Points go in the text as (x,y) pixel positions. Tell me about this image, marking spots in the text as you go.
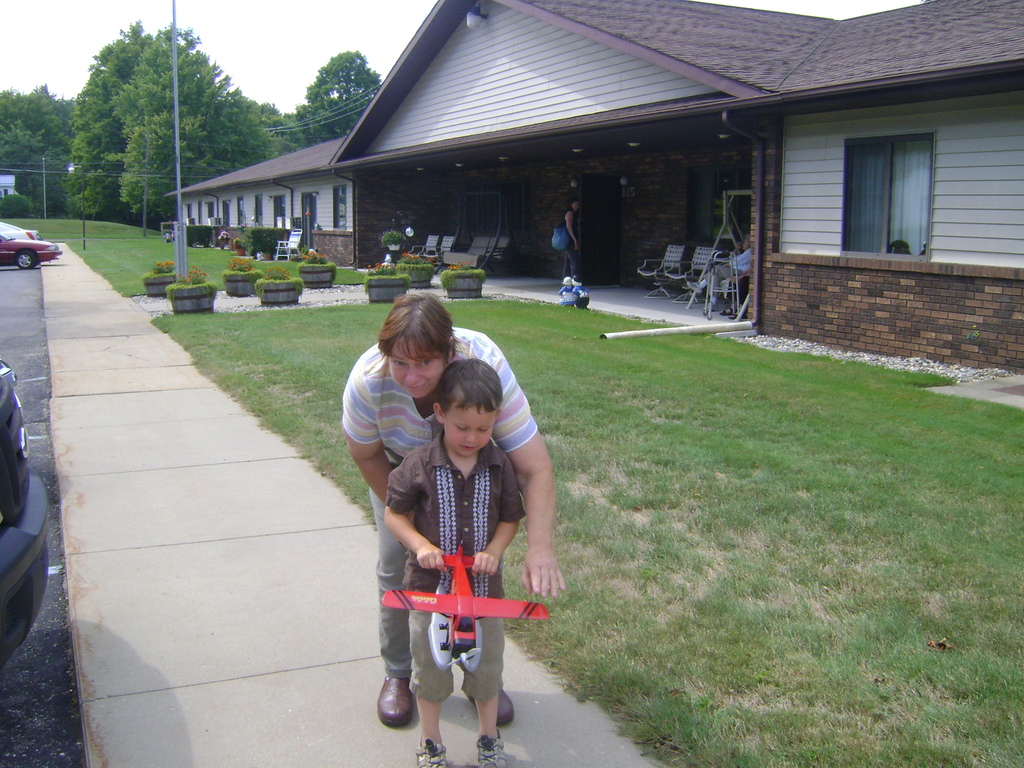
In this image there is the sky (227,17), there are trees (236,130), there is a house (353,172) truncated towards the right of the image (878,178), there are windows (885,170), there are chairs (678,257), there is grass (669,358), there are plants (462,269), there are poles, there is road (44,328), there are vehicles (20,562) truncated towards the left of the image (24,243), there is a house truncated towards the left of the image (14,193), there are trees (15,130) truncated towards the left of the image (31,147), there are two persons (419,375), there is a person (451,463) holding an object (462,624), there is a pipe (676,330), there is a light (476,17), there are wires (325,111), there is an object (579,295) on the ground (597,321).
